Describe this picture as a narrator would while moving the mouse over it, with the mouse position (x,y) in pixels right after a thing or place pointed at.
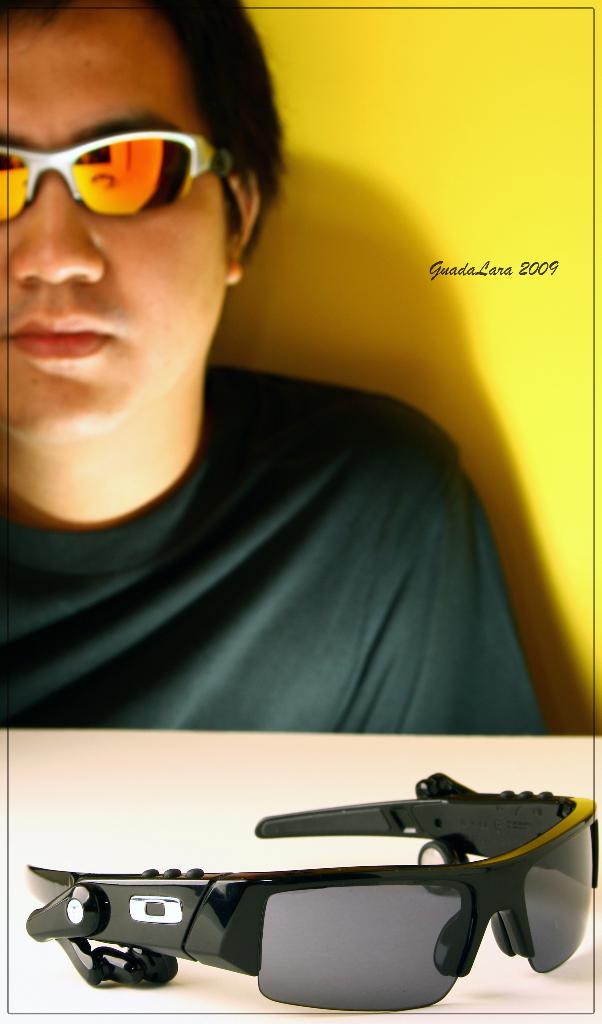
In this image in the center (207,522) there is a man (289,602). In the front (317,820) there is a goggle (455,888) which is on the surface (135,866) which is white in colour.
